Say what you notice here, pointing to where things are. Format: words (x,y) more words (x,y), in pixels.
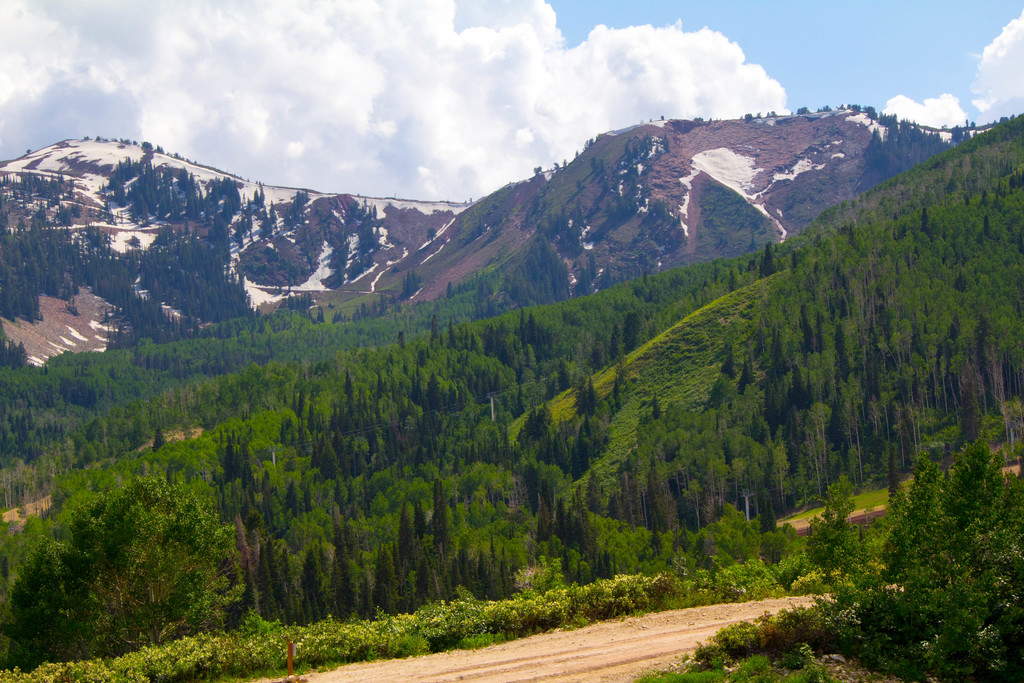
In this image, in the middle (513,417) there are trees (571,575), plants (534,584), road (518,677), grass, hills (647,364), sky (859,41) and clouds (609,97).
